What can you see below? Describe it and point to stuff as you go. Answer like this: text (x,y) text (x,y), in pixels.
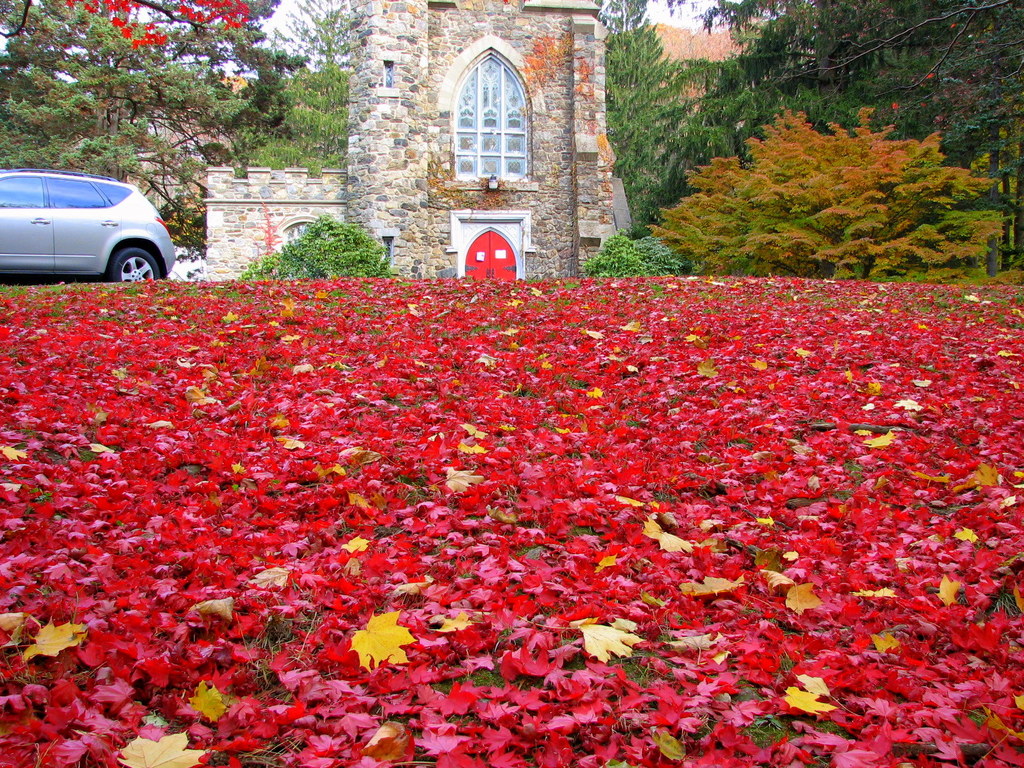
In this image we can see many leaves (672,354) on the ground (715,565), and on the left (165,270) we can see a vehicle (52,268), in the middle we can see a house (557,93), at the back (123,27) we can see many trees (806,164).
